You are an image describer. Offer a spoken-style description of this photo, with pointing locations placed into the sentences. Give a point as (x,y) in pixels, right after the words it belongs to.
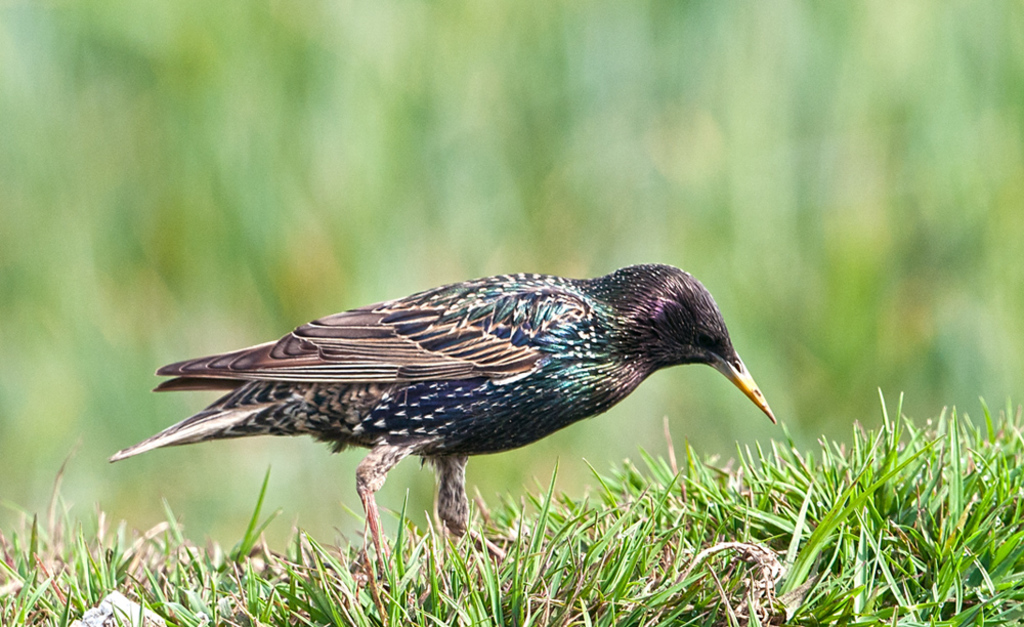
In this image there is a bird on the grass (635,588) and the background of the image (832,196) is blur.
